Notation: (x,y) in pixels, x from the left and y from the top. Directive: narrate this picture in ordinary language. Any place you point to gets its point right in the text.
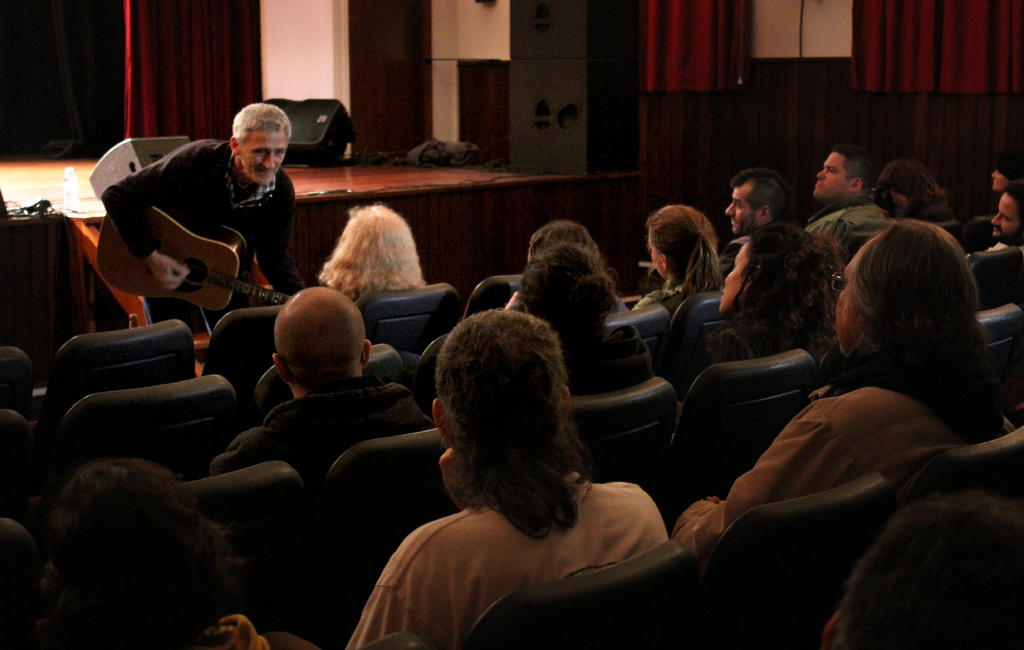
In this image many people (562,422) are sitting on chairs (350,561). In front of them an old man (191,204) is playing guitar (204,271). In the background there is stage (34,187), speakers (542,92), curtain (239,60). The old man (139,230) is wearing black sweater (229,212).
